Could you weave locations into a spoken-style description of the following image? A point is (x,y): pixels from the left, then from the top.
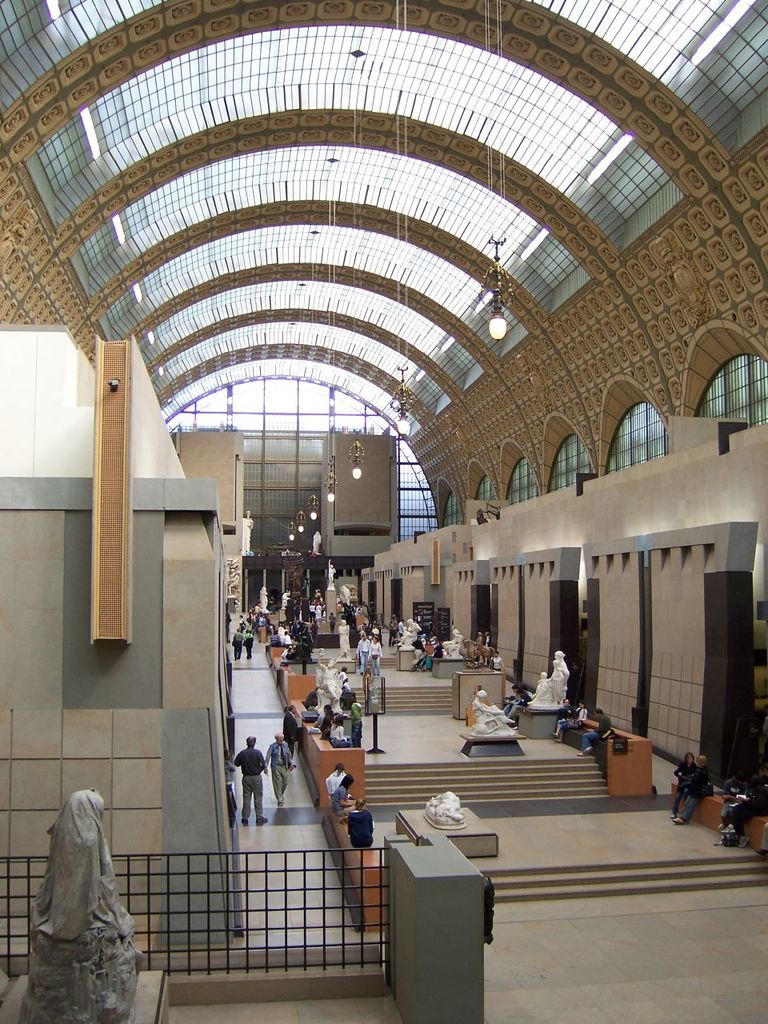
This is the picture of a building (43,721). On the left side of the image (125,975) there is a statue (115,1005). At the back (247,554) there are group of people (333,732) and there are statues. At the top (416,301) there is a roof (387,400) and there are lights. On the right side of the image (597,893) there are staircases (447,773).
